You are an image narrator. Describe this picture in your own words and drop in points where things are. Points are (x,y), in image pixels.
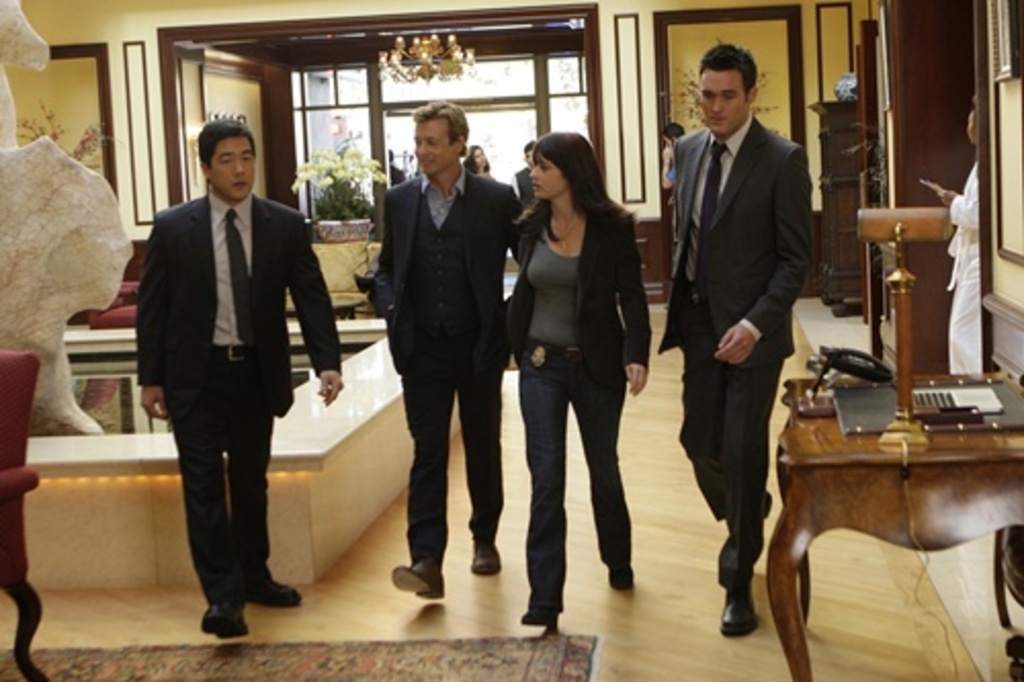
In this picture we can see four persons (703,119) walking on the floor (702,649). This is table (904,492) and there is a plant (343,184). On the background (303,204) we can see a door (553,126). Here these are the frames (50,99) on the wall (101,14).
